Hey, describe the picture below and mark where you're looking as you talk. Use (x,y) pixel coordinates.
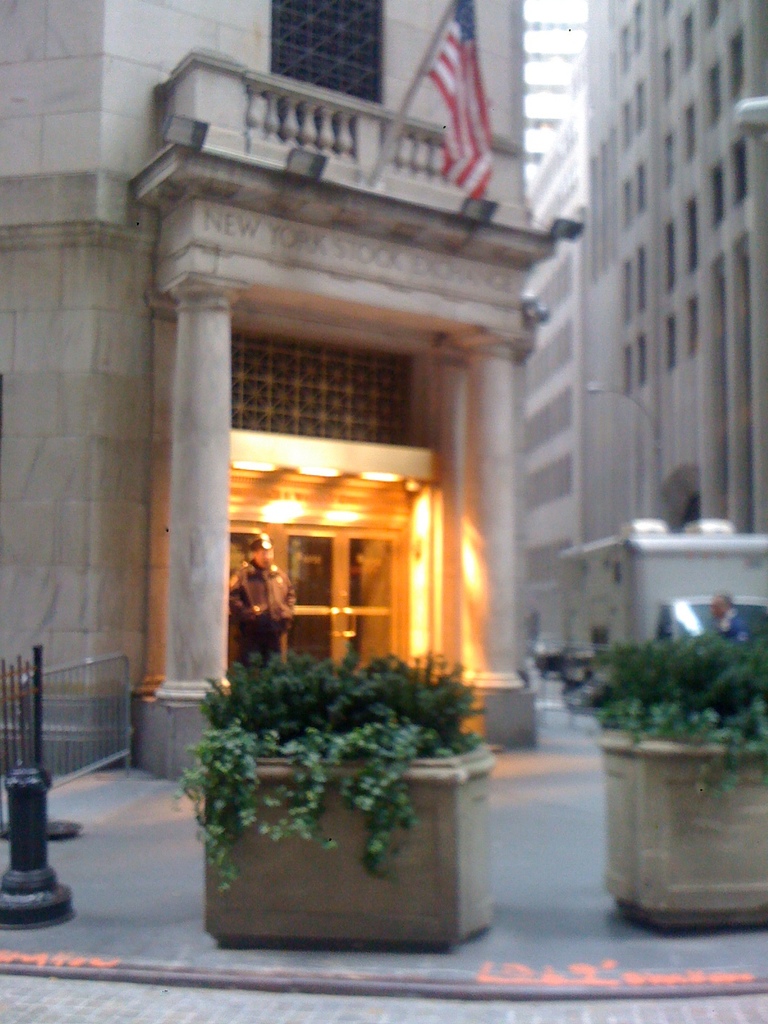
This image is taken outdoors. At the bottom of the image (180,916) there is a floor (135,889). In the background (468,417) there are a few buildings (467,339) with walls (124,73), windows (288,65), doors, balconies (276,100) and railings (413,155) and there is a flag (457,110). A man (267,615) is standing on the floor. There are a few plants (300,716) in the pots (760,830).
